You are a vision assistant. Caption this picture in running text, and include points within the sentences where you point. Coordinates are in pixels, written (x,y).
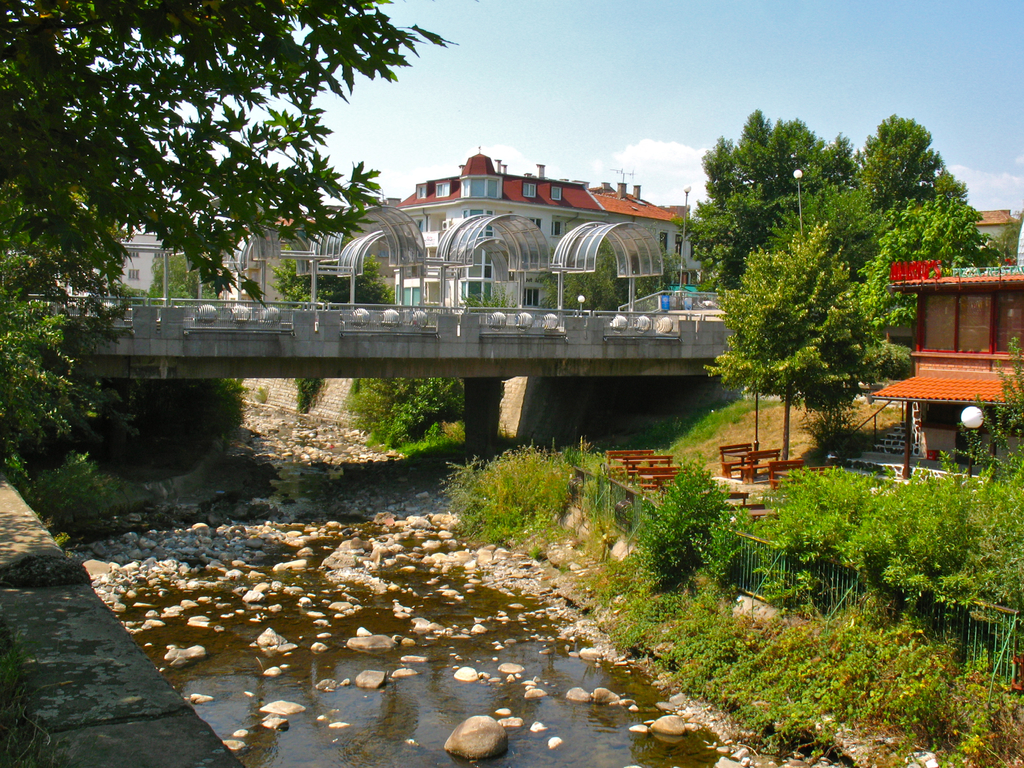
In this image we can see water (201,633) with rocks (359,629). On the sides there are plants (583,506) and railing (739,541). Also there are benches (643,459). And there is a bridge (460,311) with arches (362,237). And there are buildings (918,370) and also there are trees (813,280). In the background (670,99) there is sky (642,73) with clouds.
